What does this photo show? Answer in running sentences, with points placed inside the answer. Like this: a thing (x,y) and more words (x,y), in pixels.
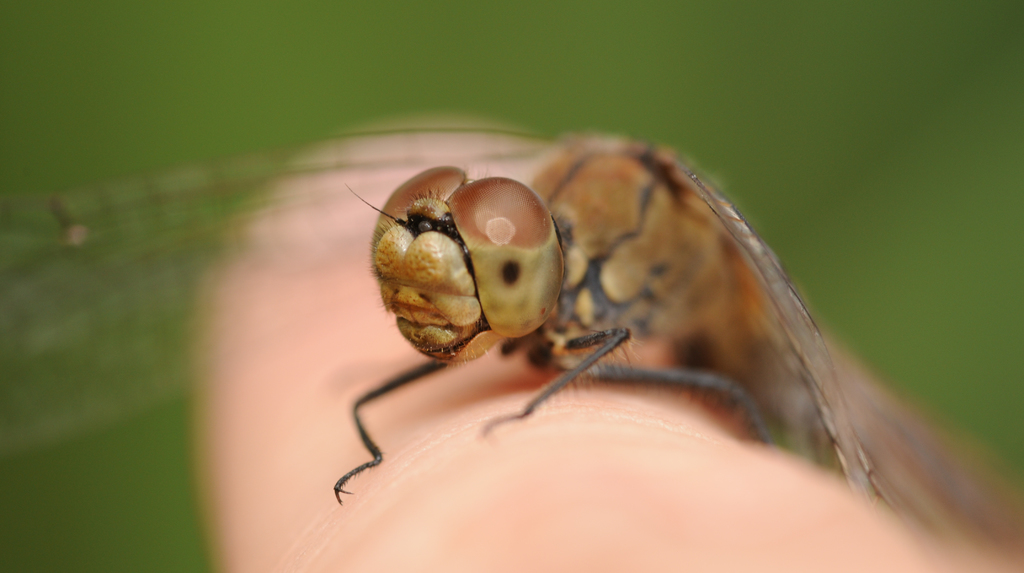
In the image we can see a insect (781,406) on a finger (368,258). Background of the image (969,110) is blur.
